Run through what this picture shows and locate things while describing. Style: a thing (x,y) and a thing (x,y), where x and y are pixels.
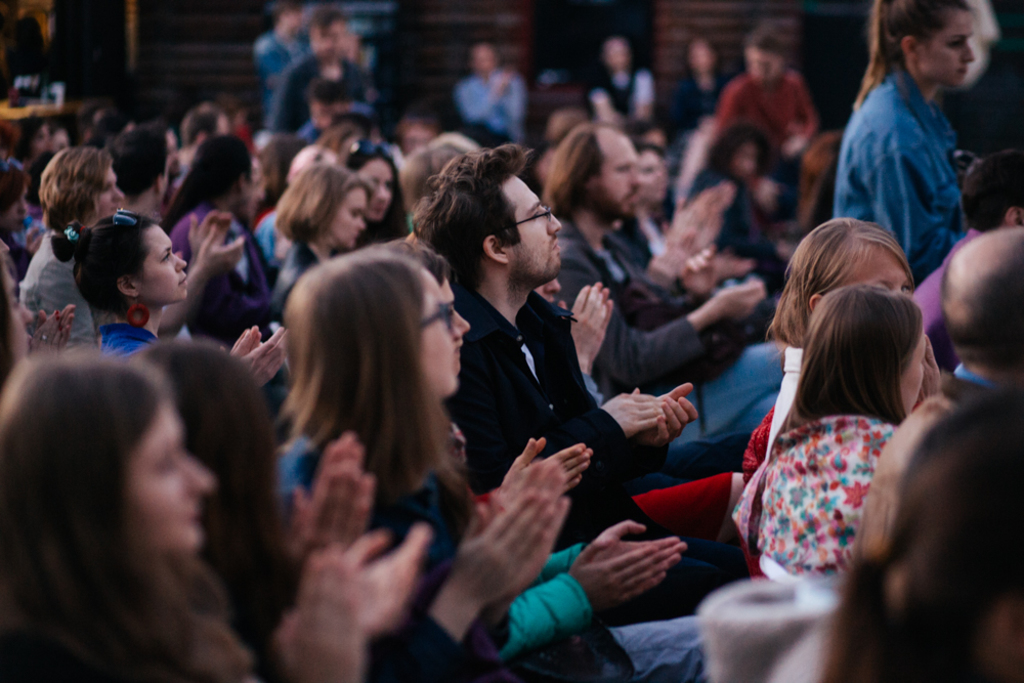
In this picture we can see some people (403,382) sitting and looking at something, on the right side (890,145) there is a girl (902,152) standing here, some of these people (501,171) are clapping, in the background (670,87) there is a wall (192,100), on the left side (34,113) there is a tray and some glasses (18,91) of drinks (31,91) here.
